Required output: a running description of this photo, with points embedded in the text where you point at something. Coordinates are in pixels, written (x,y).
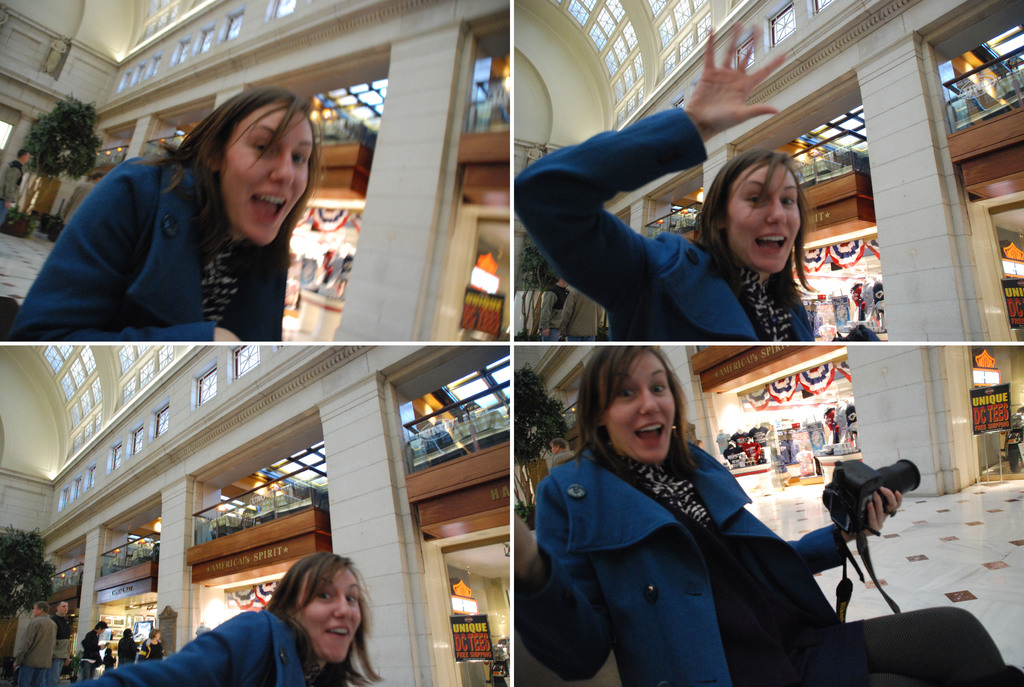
This image contains a collage of photos of a woman (596,576) wearing a blue top (613,530). Right bottom of the image (868,473) the woman (640,503) is holding a camera (856,514). She is sitting. Behind her there is a plant (522,471). There are few mannequins (759,440) on the floor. Left top there is a person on the floor (9,256). Background (202,93) there is a wall (214,90) having windows (134,75). Left bottom few people (110,652) are on the floor (72,665).
